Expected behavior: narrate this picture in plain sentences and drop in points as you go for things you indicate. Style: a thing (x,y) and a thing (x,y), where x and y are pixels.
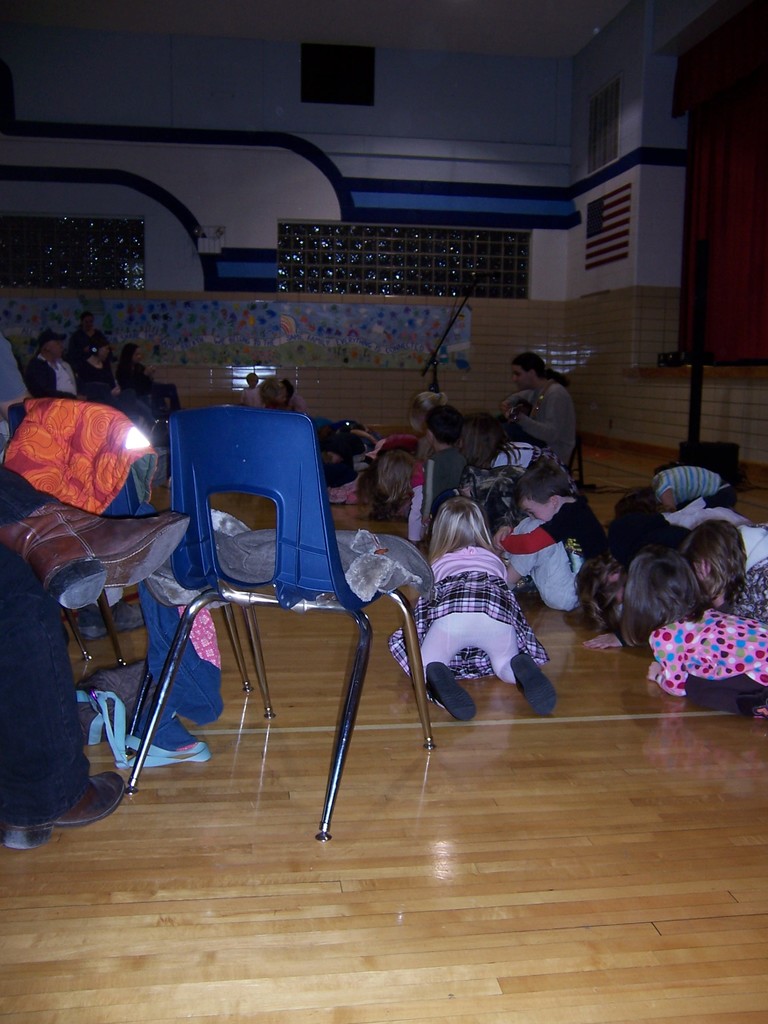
In this picture there is a kids (569,607) who are sitting on the floor (582,737). On the left (39,367) there is a persons (92,376) who are sitting on a chair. Here there is a woman (547,422) who is playing a guitar (515,407). On the center (277,514) we can see a blue color chair (305,486) and a shoe (42,545).
